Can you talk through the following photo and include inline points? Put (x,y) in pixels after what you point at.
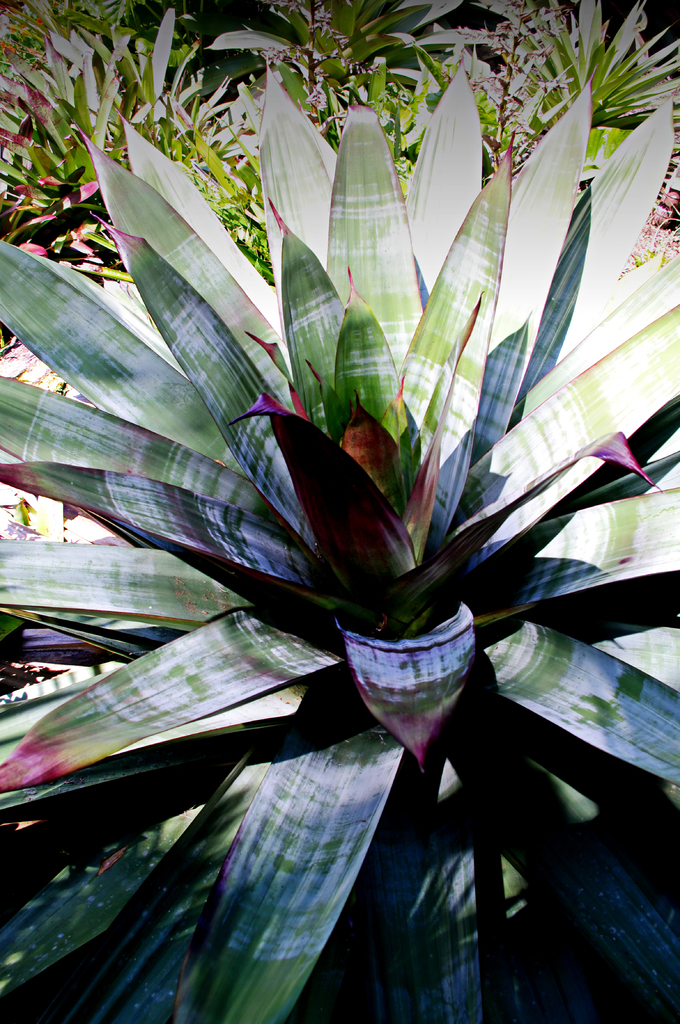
In this image we can see many plants (376,528).
